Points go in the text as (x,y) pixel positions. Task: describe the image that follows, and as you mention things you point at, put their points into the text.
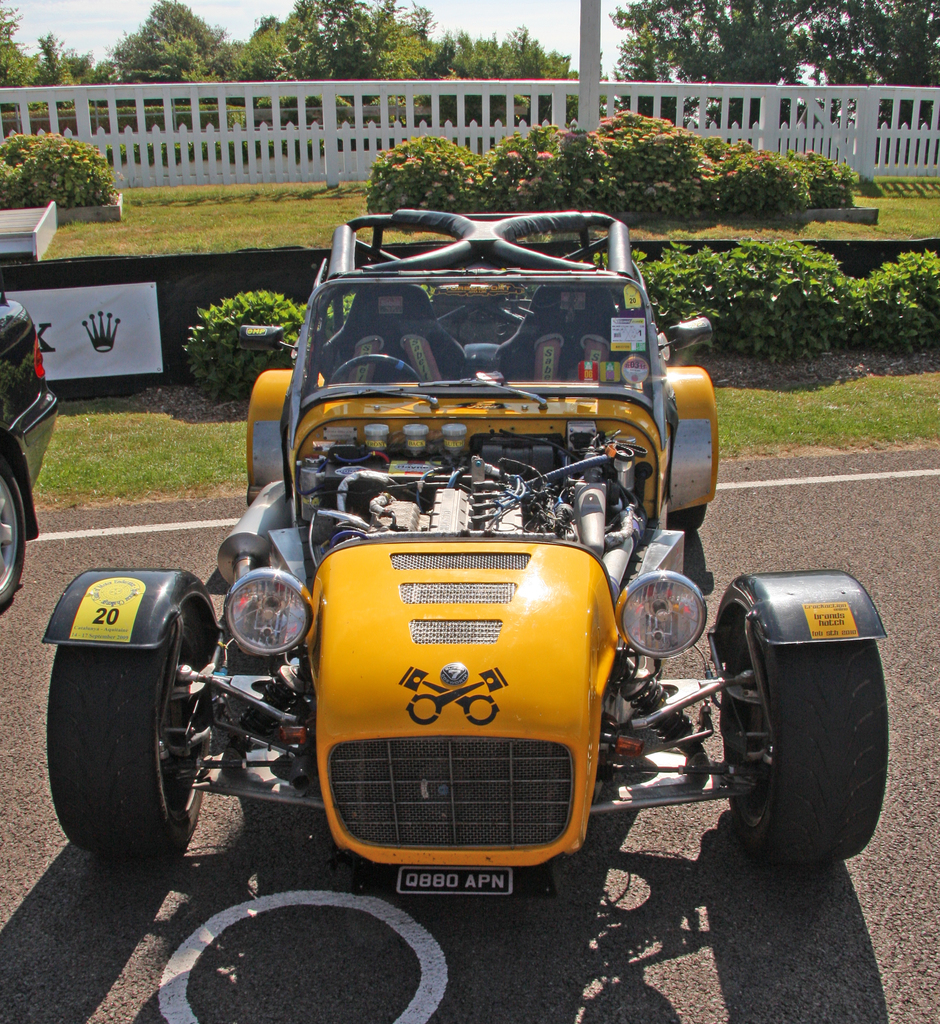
In the image there is a yellow color car (665,570) on the road (104,545), behind it there are plants (648,186) on the grass (901,427), followed by a fence (461,120) in the background (526,97), there are many trees (280,54) all over the place and above its sky (104,13).
